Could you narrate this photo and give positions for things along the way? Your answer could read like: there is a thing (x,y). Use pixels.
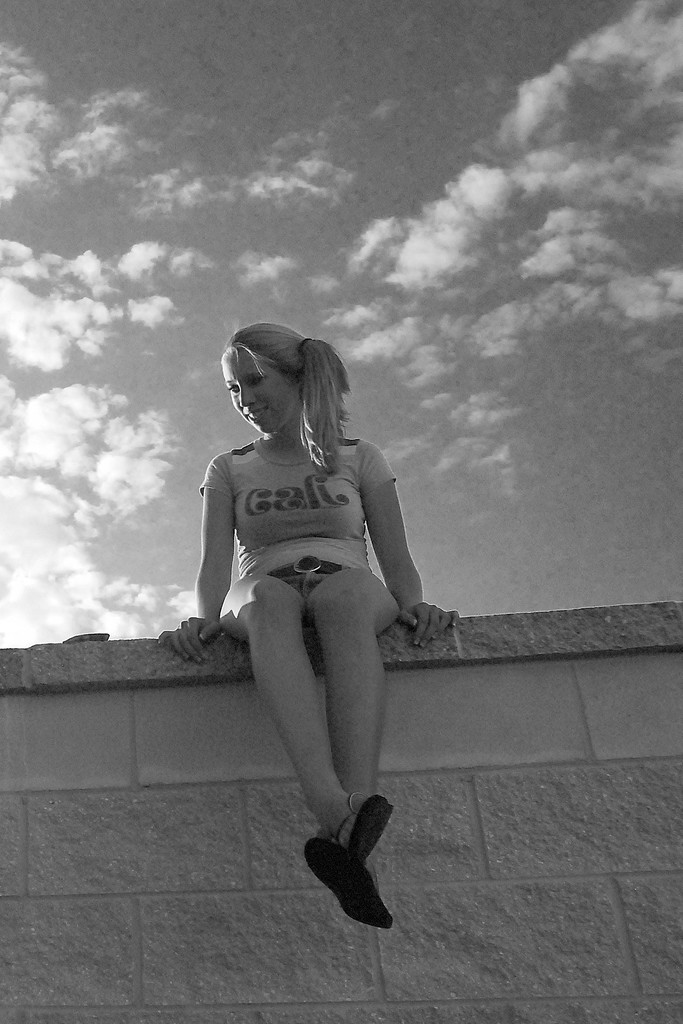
In this picture I can see the wall (213,737) in front (632,886) on which I see a girl (224,529) who is sitting and I see that she is smiling. In the background (174,525) I see the sky (426,307). I can see that this is a white and black picture.
